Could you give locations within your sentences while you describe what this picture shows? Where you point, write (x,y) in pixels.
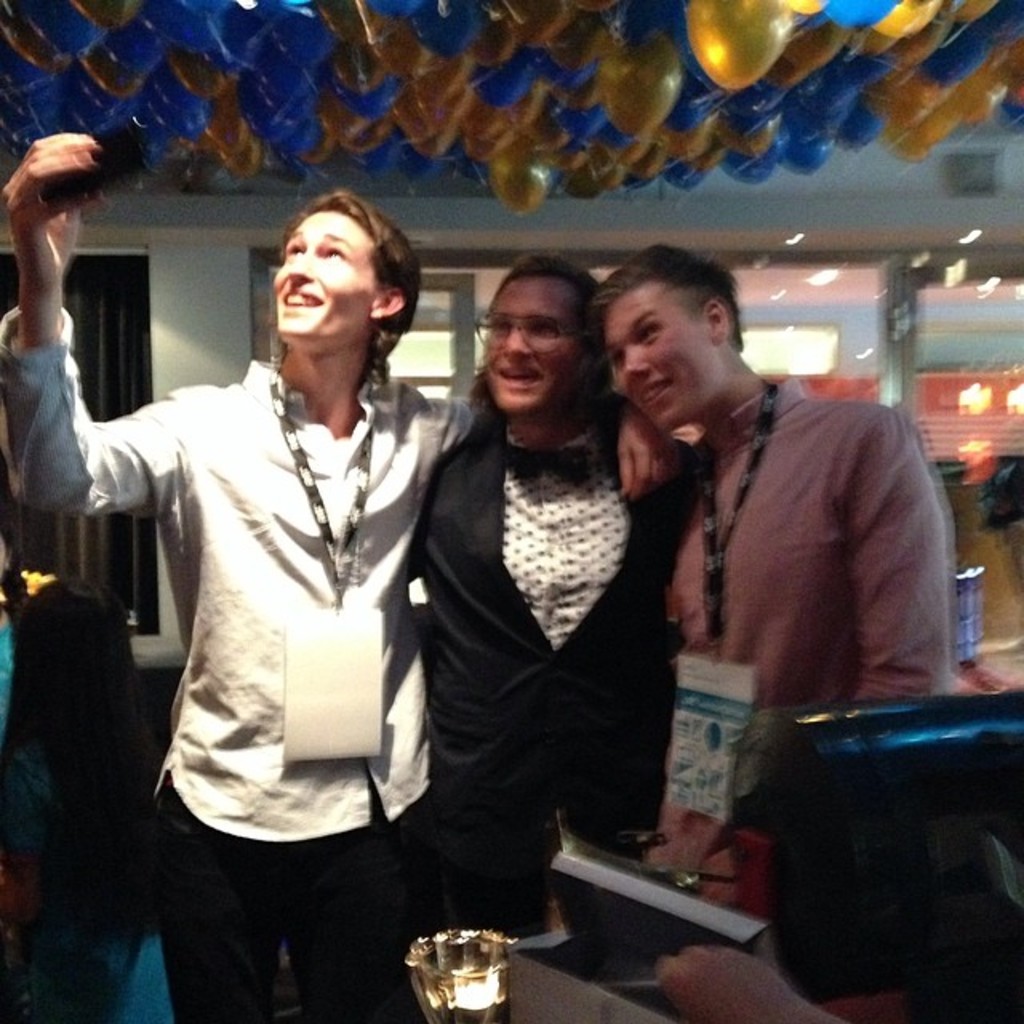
In this image there are three men (627,506) standing, the man (280,455) is wearing an identity card (747,476), another man (778,548) is wearing an identity card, one of them is holding an object (89,180), there are objects (516,957) towards the bottom of the image (608,940), there are objects (980,695) towards the right of the image (985,795), there is a glass wall (873,334) towards the right of the image (935,357), there is an object (123,310) that looks like a curtain (123,545) towards the left of the image (98,371), there are balloons (450,55) towards the top of the image (535,70).
